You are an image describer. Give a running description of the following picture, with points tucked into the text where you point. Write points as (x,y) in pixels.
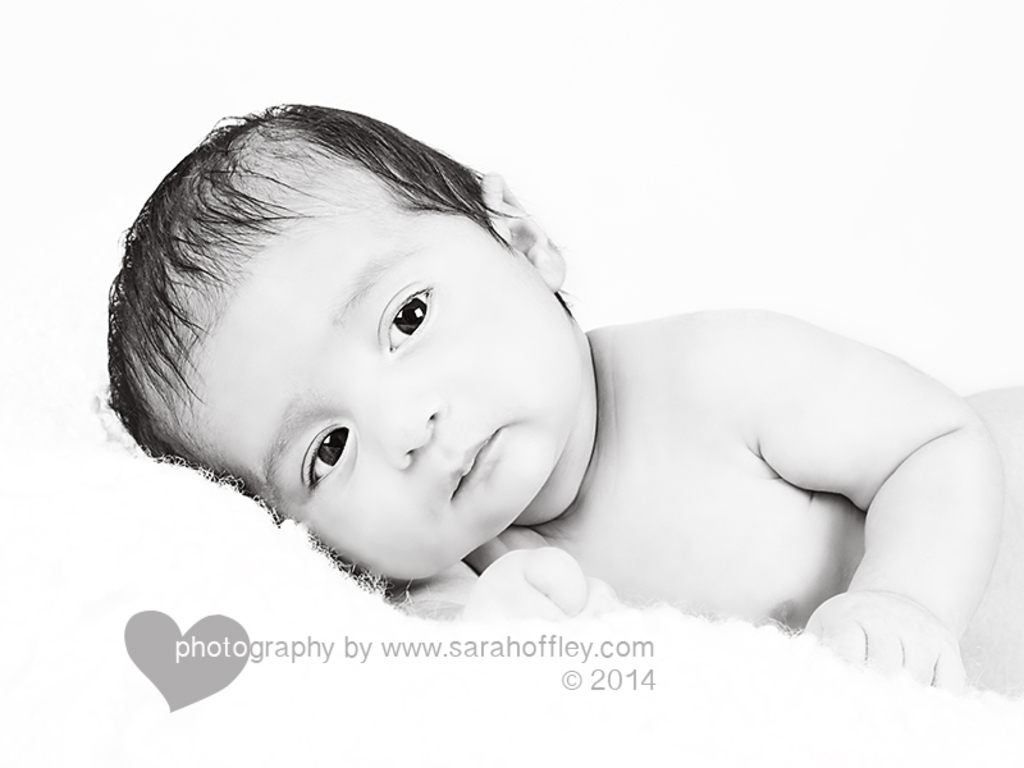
In this picture we can see a small baby boy (510,476) is lying in the front (499,589) and looking at the camera. Behind there is a white background (641,130) and on the bottom side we can see a small watermark (376,649) on the image.
